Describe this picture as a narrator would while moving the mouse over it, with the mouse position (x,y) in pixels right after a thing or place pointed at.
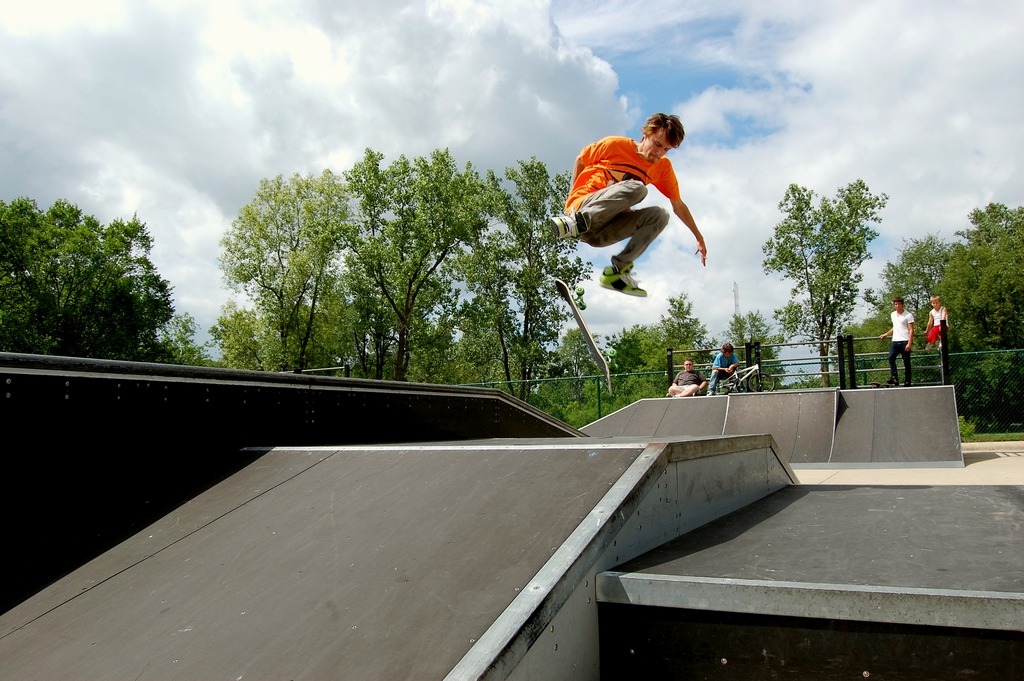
In the picture I can see people (723,359), among them one man (601,207) is in the air. In the background (525,394) I can see trees (464,325), the sky (284,42), fence (788,376) and some other things (356,547).
